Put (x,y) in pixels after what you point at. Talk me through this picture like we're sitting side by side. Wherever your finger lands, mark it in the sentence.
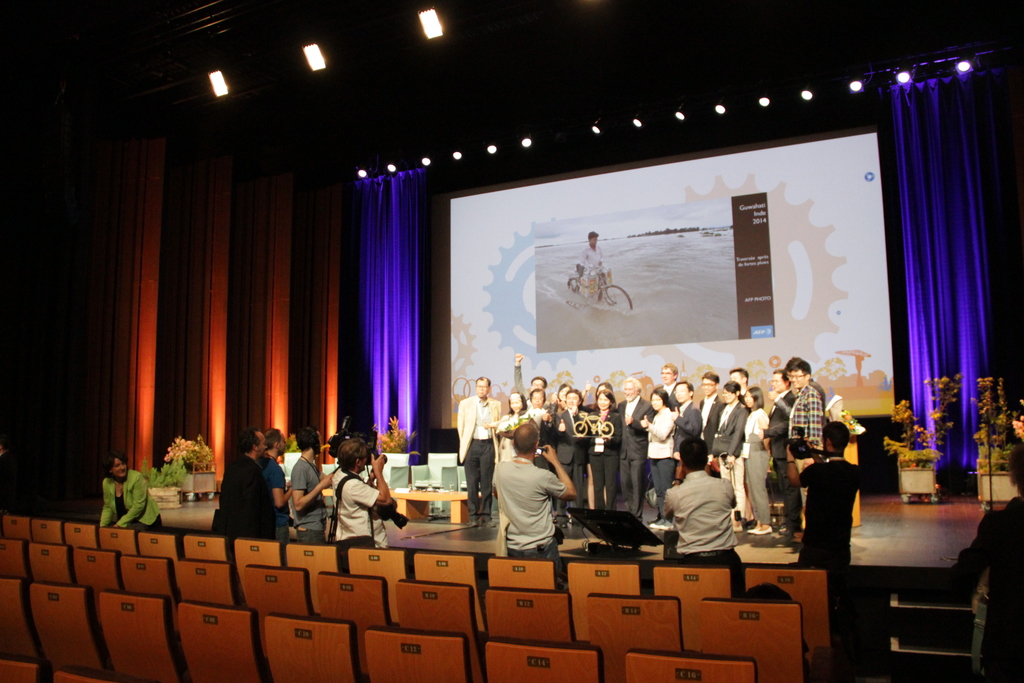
This picture is clicked in an auditorium (5,175). Here, we see people (779,411) standing on the stage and all of them are smiling. In front of them, the man (367,497) in the white shirt (354,532) is holding the camera (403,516) in his hand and clicking photos on the camera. Beside him, we see three men (542,505) are holding cameras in their hands (791,463) and clicking photos. Beside them, we see a staircase (950,601) and behind them, there are many empty chairs (240,628). In the background (475,297), we see a projector screen (622,312) and behind that, we see a sheet (416,314) in blue color.
